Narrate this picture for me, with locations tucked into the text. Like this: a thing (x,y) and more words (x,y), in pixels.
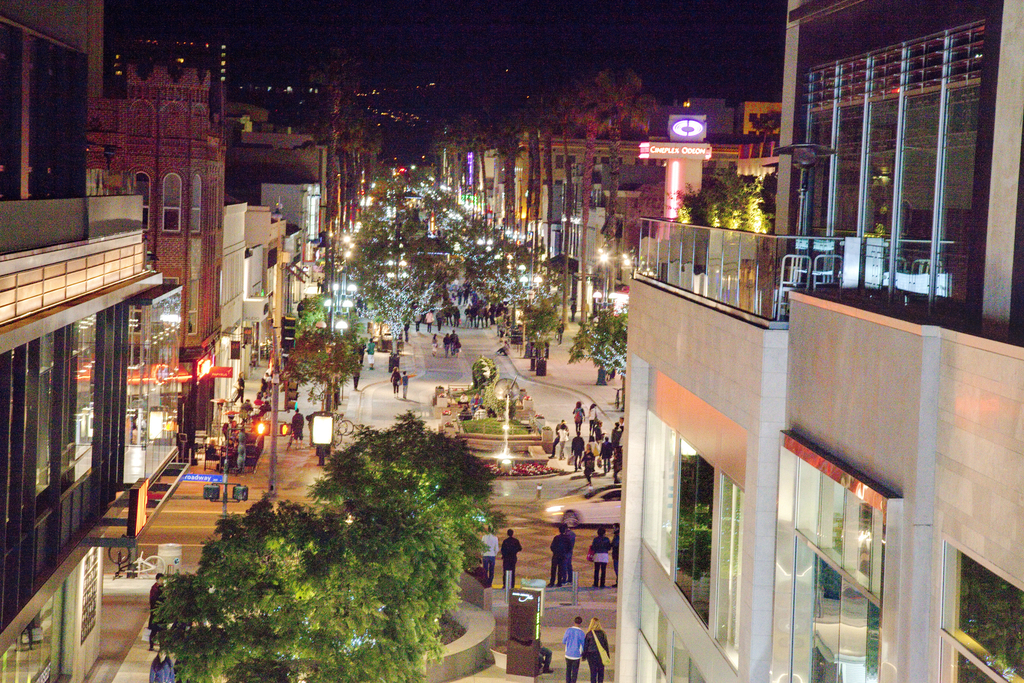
In the foreground of this image (113,512), on either side, there are buildings (837,469). At the bottom (396,601), there are trees (396,620) and people (568,656) walking and standing on the pavement (558,610). In the background (544,163), there are buildings (279,165), trees (397,253), lights (475,211), few poles (605,305), fountain (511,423) and people (608,448) walking on the pavement (554,411). At the top (482,35), there is the dark sky (450,39).
